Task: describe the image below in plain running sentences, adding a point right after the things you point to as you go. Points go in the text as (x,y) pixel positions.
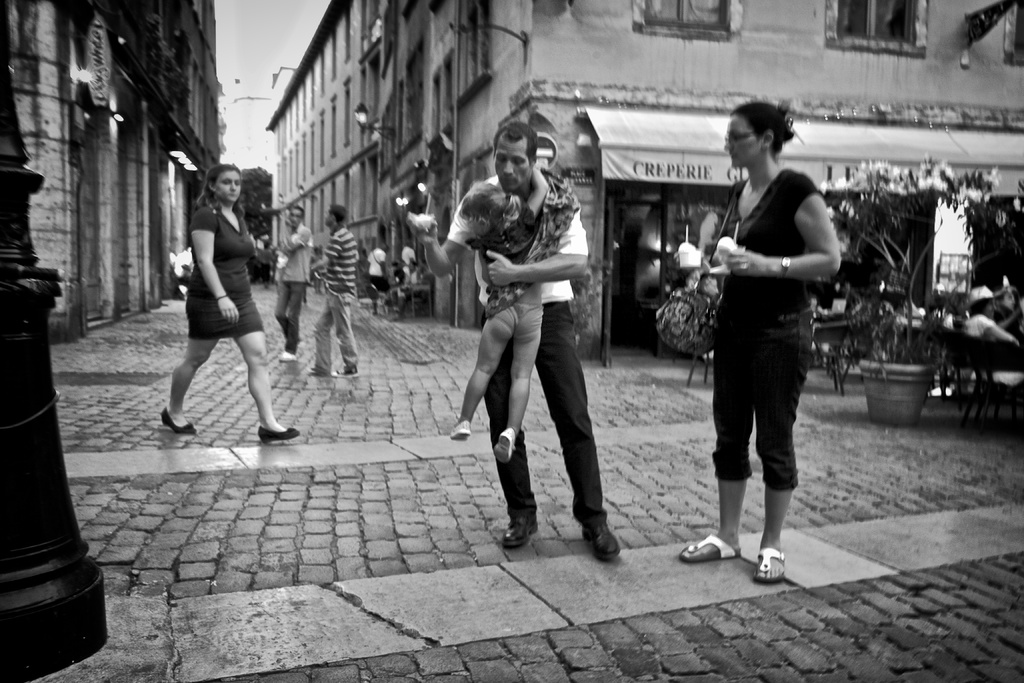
In this picture I can see people (479,360) standing on the surface (383,457). I can see the flower pot (873,368) on the right side (873,366). I can see the buildings (341,184) in the background (384,151). I can see the lights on the wall (377,117).
